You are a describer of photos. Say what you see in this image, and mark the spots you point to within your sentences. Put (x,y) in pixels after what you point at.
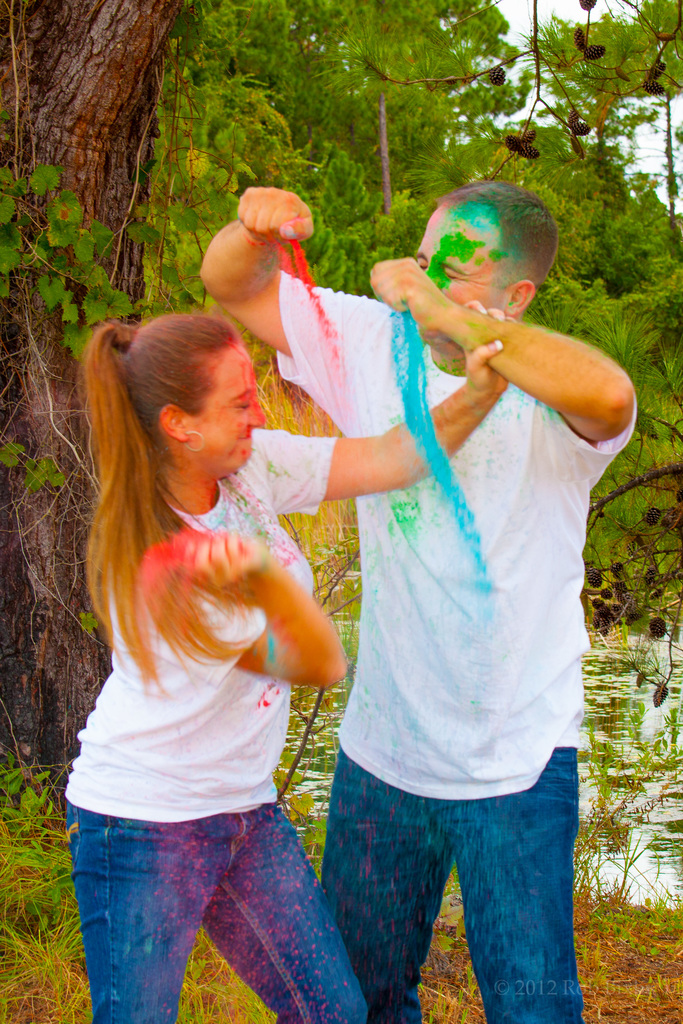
In this picture we can see a man (490,921) and a woman (278,490) standing on the ground (197,1009) and holding colors (281,242) with their hands (389,301) and in the background (39,799) we can see trees (358,31), water (682,810), grass (84,992).
